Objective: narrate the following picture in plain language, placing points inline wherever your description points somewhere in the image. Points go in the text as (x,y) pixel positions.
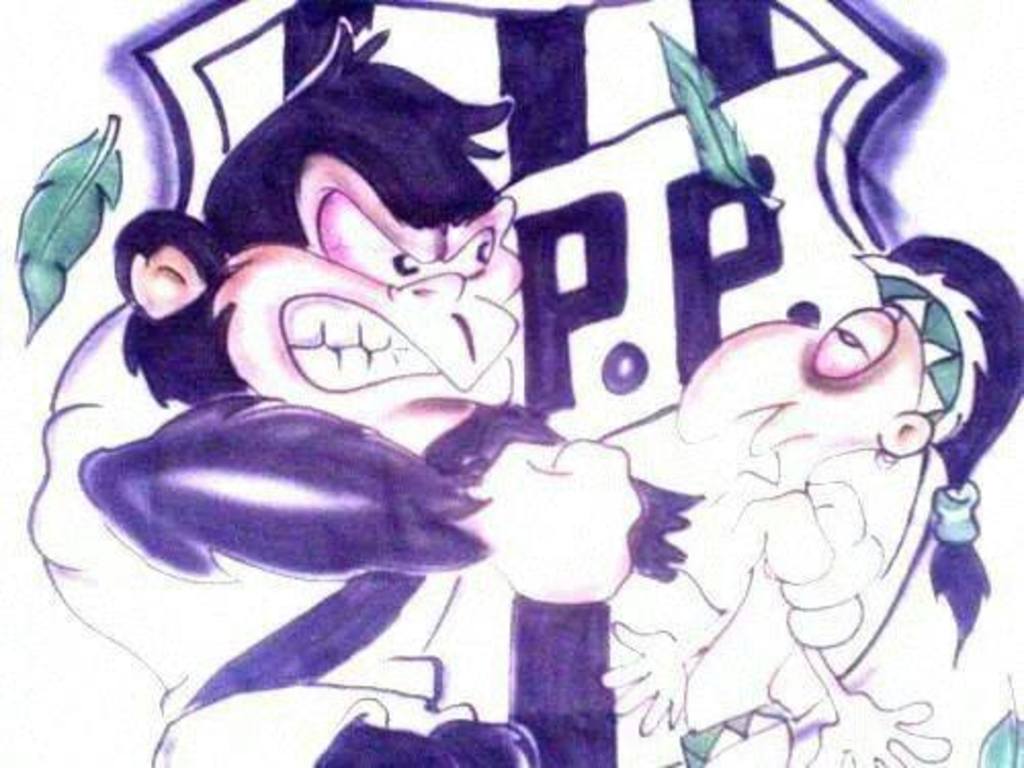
In the image there is a monkey (402,385) punching a human (814,388), this is a painting.
